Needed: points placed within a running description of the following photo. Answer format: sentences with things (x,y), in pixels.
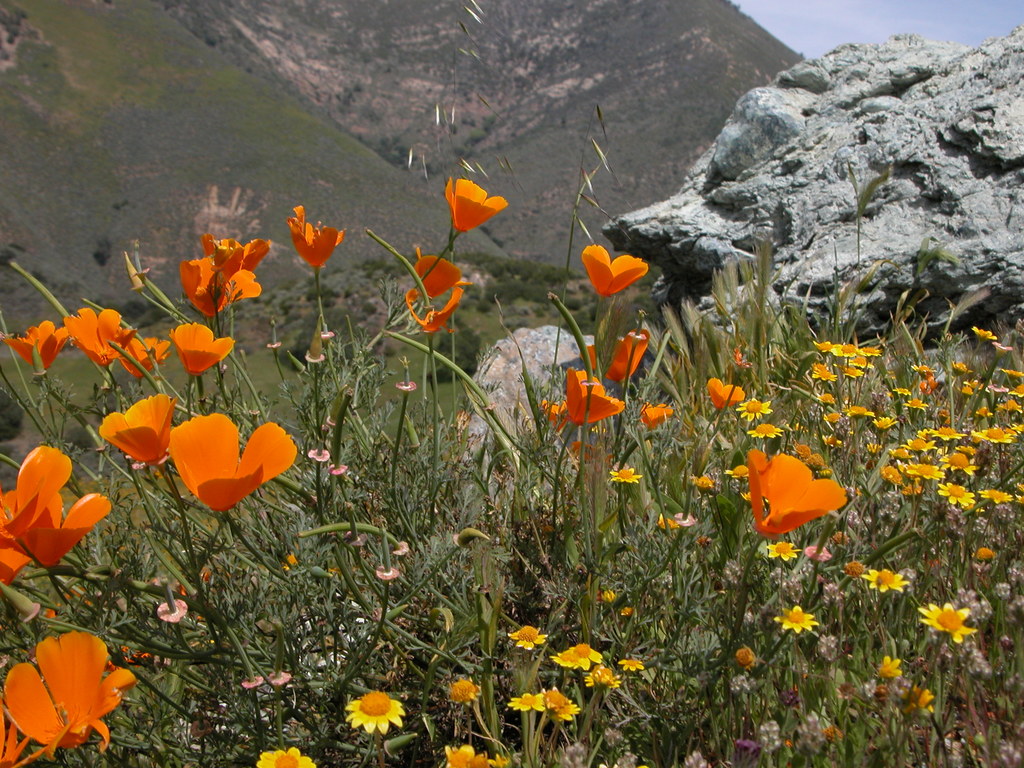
We can see colorful flowers (325,264) and plants (754,272). In the background (563,76) we can see hills (597,70) and sky (932,20).
